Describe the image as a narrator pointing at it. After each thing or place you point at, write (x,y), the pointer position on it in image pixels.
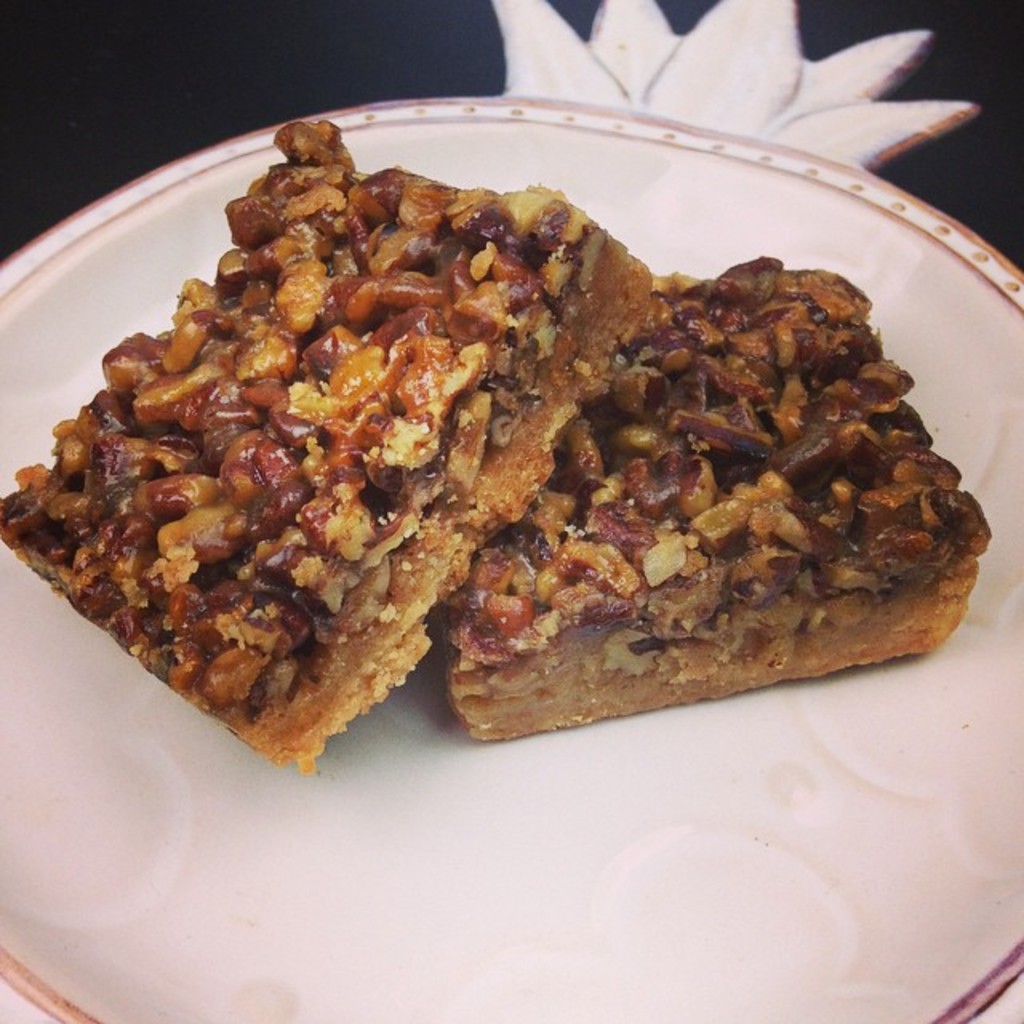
In this image there is a food item (500,530) placed on a plate (321,824).
